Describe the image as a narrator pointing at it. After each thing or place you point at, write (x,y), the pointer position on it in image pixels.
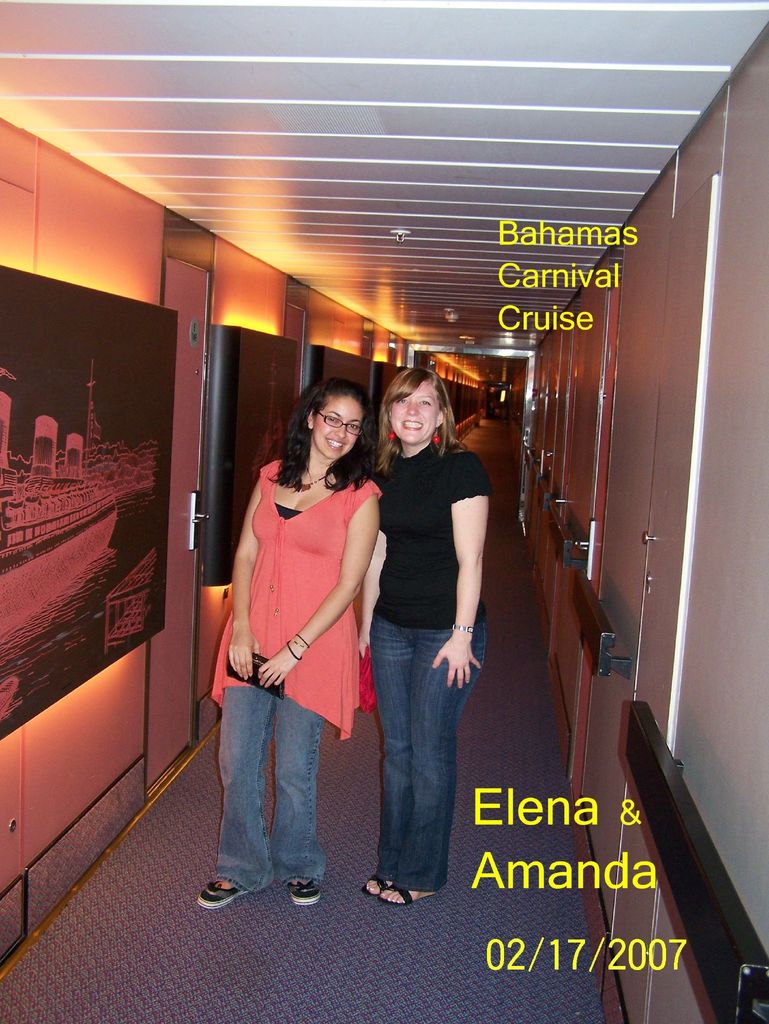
In this image we can see two women (396,664) are standing on the floor (331,837) and they are smiling. Here we can see wall (759,865), doors (563,514), ceiling (643,180), lights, and a frame (122,413). Here we can see something is written on it.
